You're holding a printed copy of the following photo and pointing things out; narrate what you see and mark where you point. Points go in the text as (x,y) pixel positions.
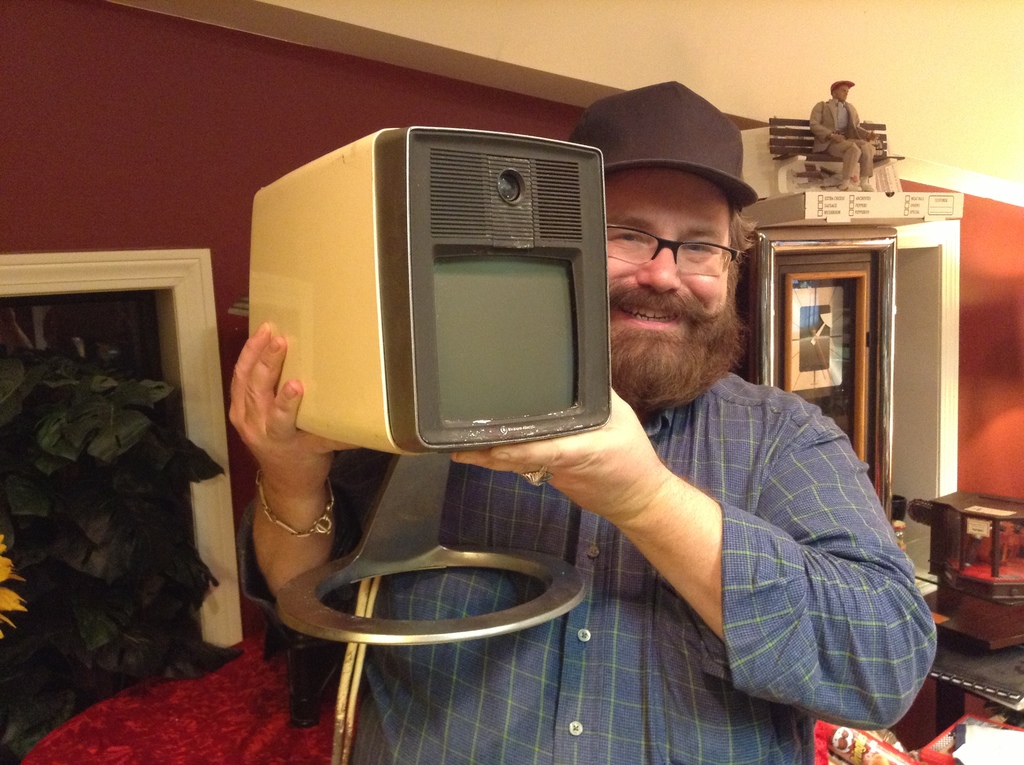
In the image we can see a man (690,521) standing, wearing clothes (792,395), cap (742,201), spectacles (730,248), bracelet (274,523) and the man (274,462) is holding an electronic device (409,361) in the hands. Here we can see leaves (105,478), wall (862,103) and toy (854,123) of a person (847,111).
